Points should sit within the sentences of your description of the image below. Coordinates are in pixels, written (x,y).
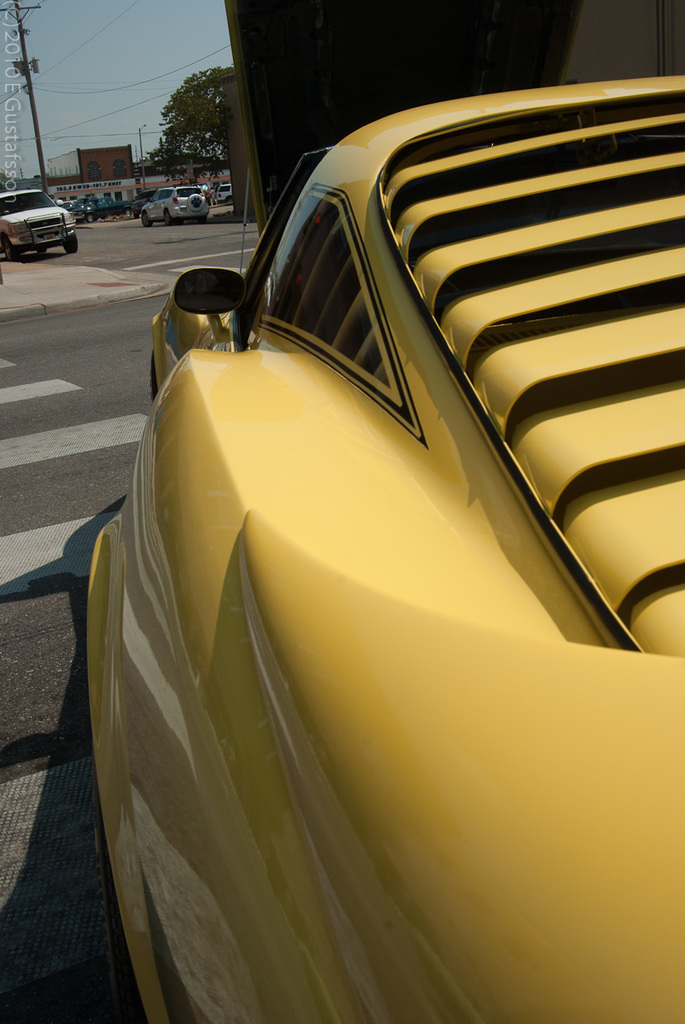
In this image we can see cars (175,480) on the road (236,250) and there are poles (27,62). We can see wires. There is a tree (227,166). In the background (93,153) we can see a building (121,194). At the top (150,77) there is sky (156,55).
